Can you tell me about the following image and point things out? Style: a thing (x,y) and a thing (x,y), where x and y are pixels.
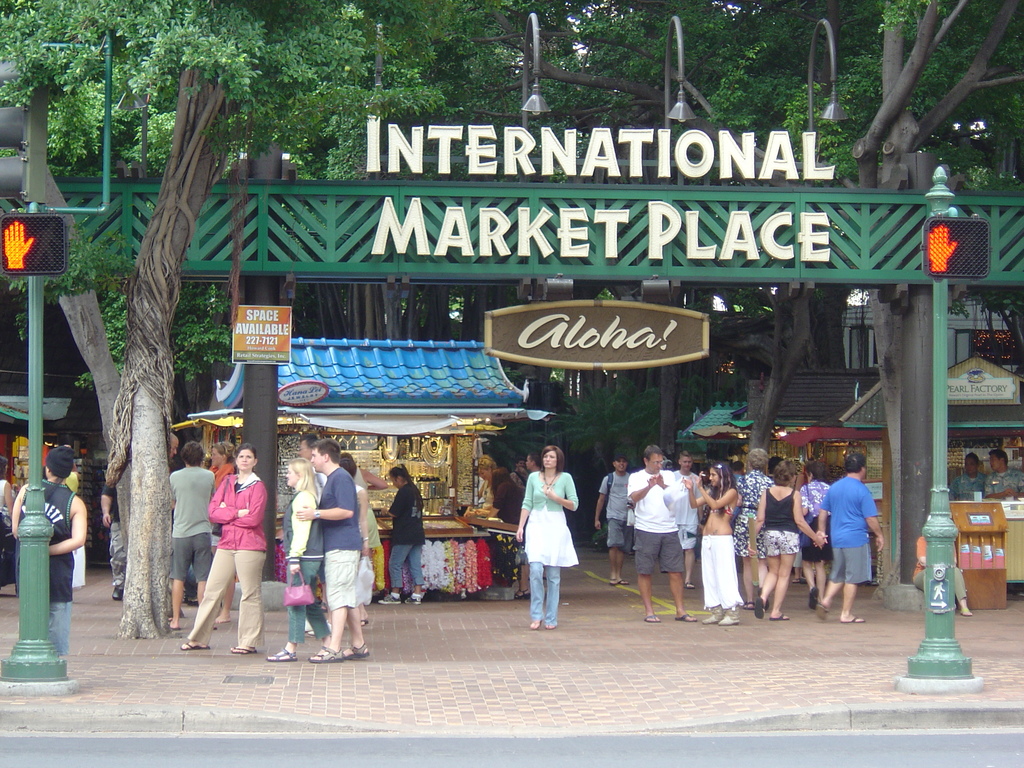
In the picture we can see a board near to the trees (189,117) and on it we can see the International market place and near to it, we can see some people (792,536) are standing and some are talking to each other and we can also some shop (831,459) near the entrance (797,448) and near to them we can see a path (666,693) and beside it we can see a road (515,755).
